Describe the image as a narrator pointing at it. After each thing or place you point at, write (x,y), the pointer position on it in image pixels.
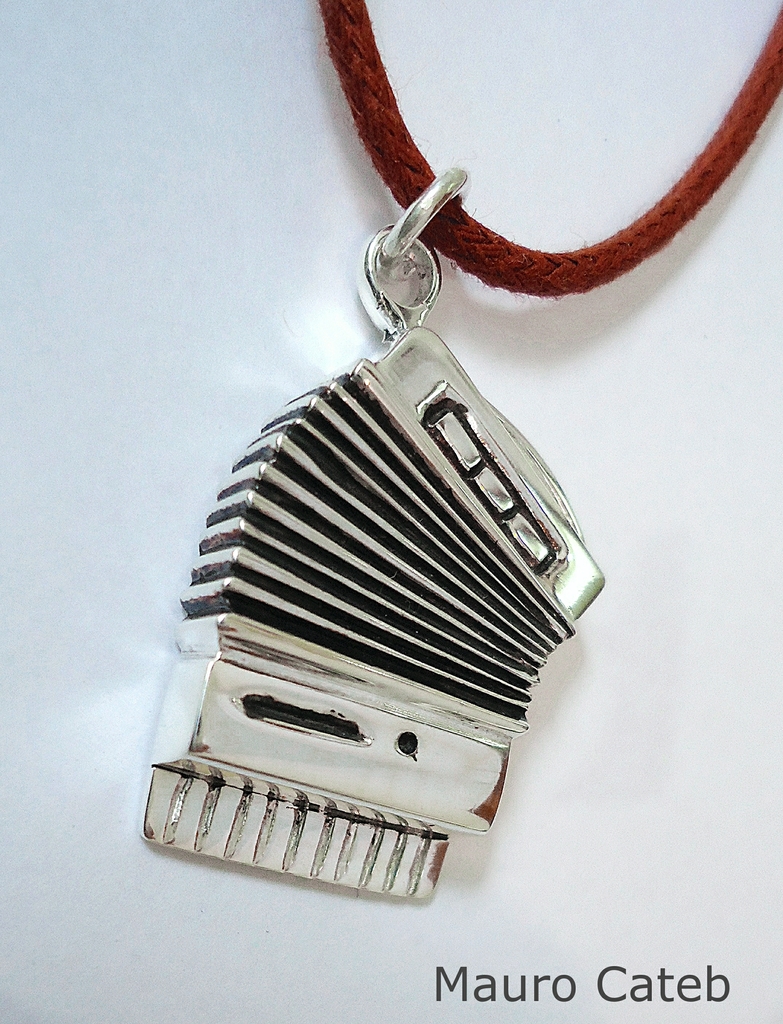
In this image there is an object (529,491) to a thread (495,276). At the bottom of the image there is some text (450,969). Behind the object (447,652) there is a wall (683,141).
